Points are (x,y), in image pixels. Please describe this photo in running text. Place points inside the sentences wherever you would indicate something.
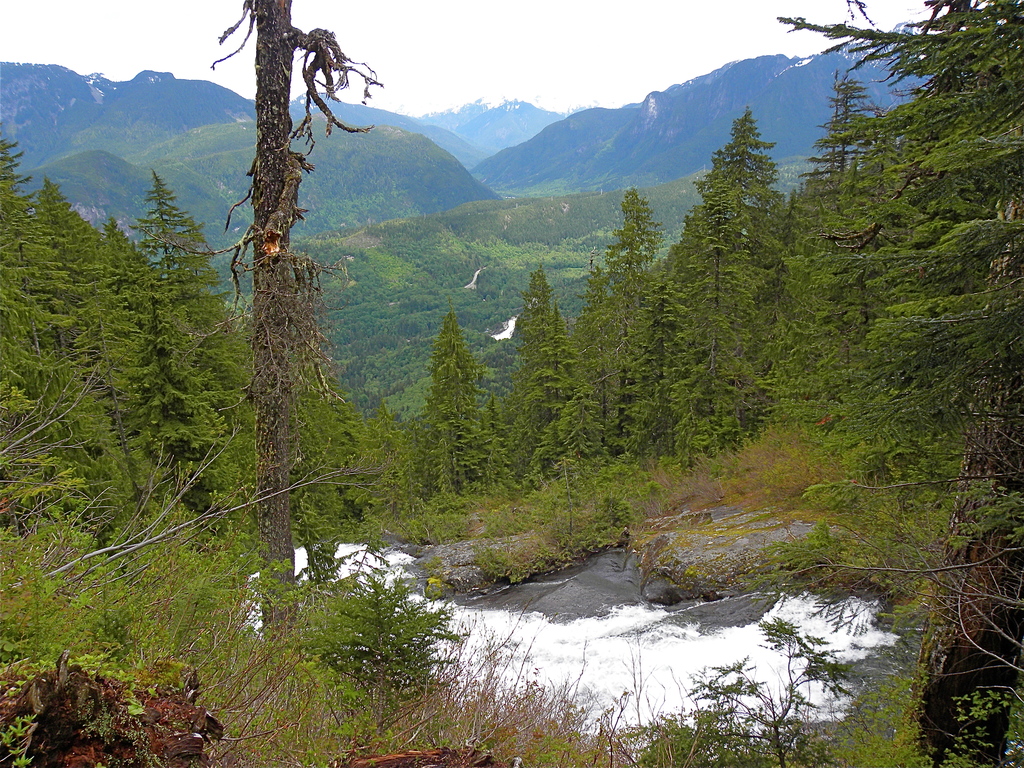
In this image, we can see some water (613,628), plants (139,651) and trees (808,308). We can also see some hills (594,163) and the sky (540,31). We can also see some white colored objects (501,335).
